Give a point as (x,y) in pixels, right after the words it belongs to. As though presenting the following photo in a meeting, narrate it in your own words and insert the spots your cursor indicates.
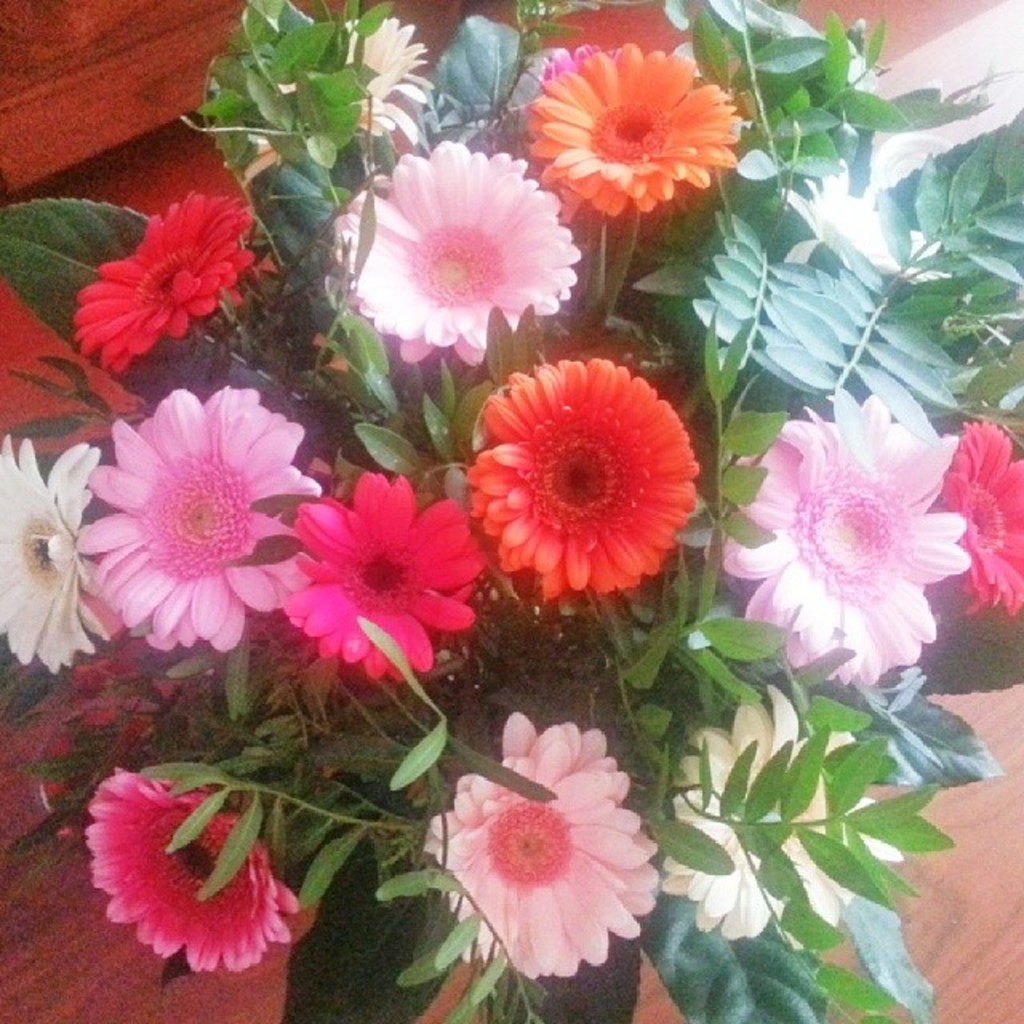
In the image we can see there are flowers (378,482) of different colors. These are the leaves (459,420) and this is a wooden surface (148,972).
